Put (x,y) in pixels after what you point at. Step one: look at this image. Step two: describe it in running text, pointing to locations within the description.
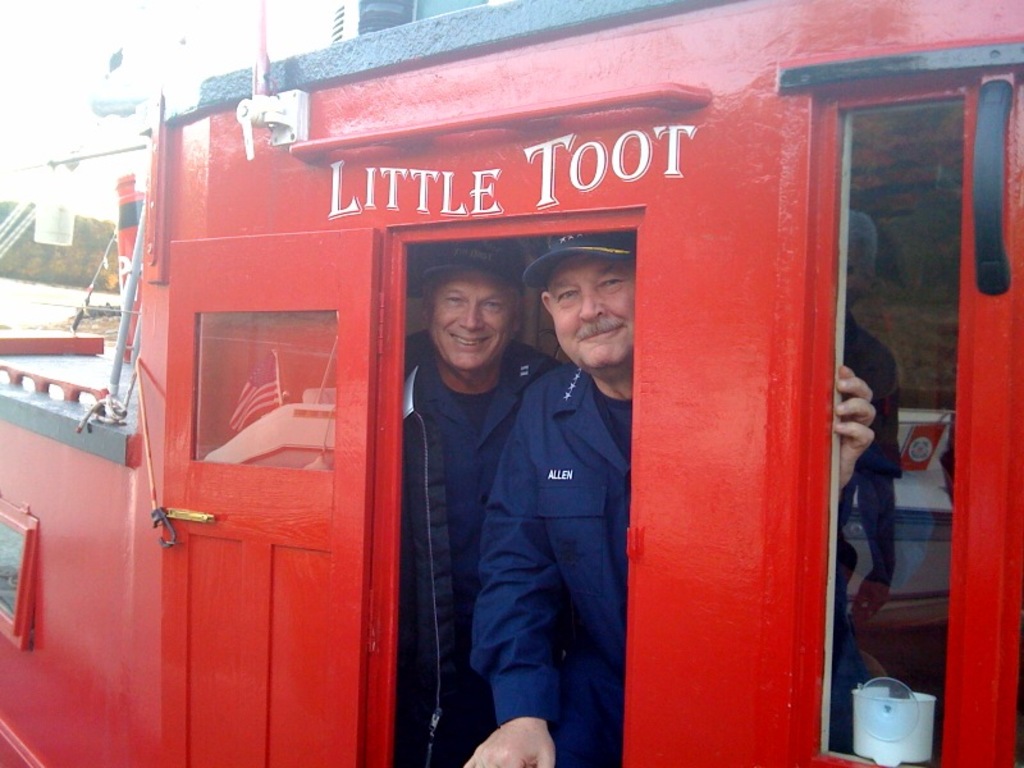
In this picture I can see two persons (569,336) standing in a cabin (641,239) of the boat (259,454).
